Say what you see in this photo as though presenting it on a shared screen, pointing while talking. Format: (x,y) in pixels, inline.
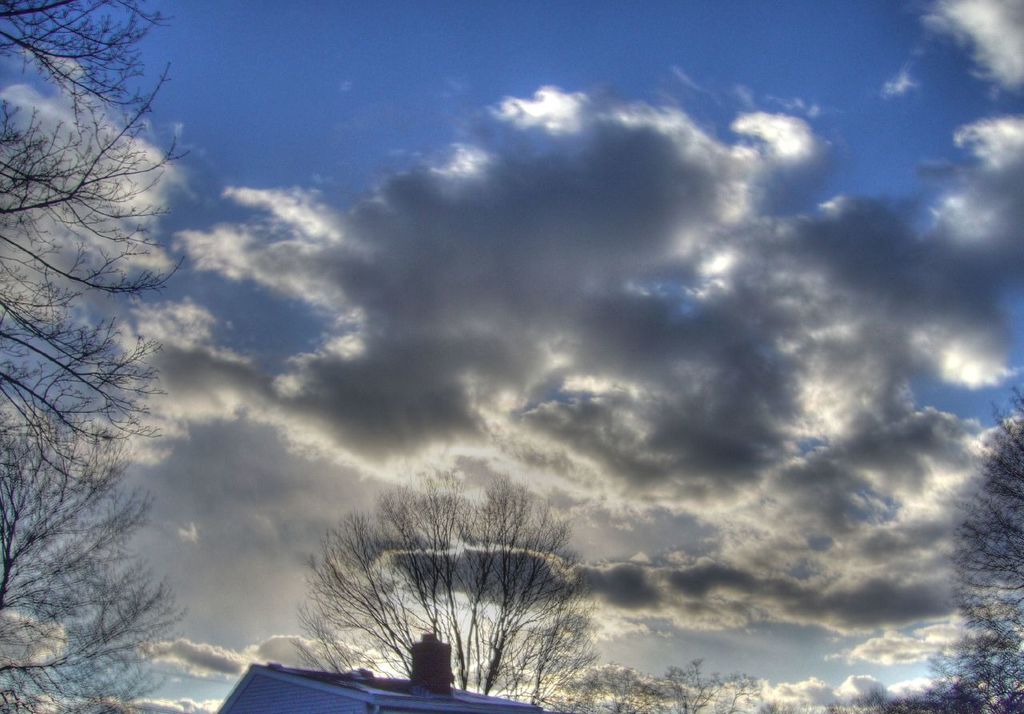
In this image I can see the trees (988,632). In the background (657,280), I can see the clouds (540,158) in the sky (780,86).
